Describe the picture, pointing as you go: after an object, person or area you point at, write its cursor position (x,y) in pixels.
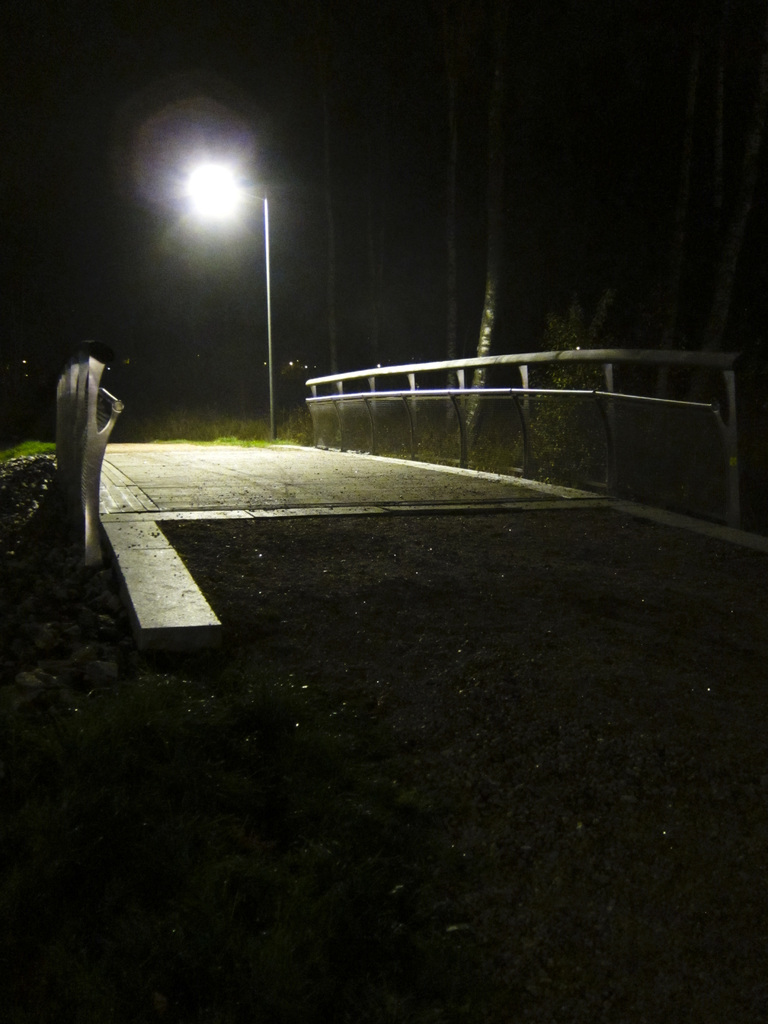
In this image I can see the ground (405,594), the bridge (296,458), the railing (532,406), few trees (547,412) and a street light pole (270,405) and I can see the dark background (81,29).
